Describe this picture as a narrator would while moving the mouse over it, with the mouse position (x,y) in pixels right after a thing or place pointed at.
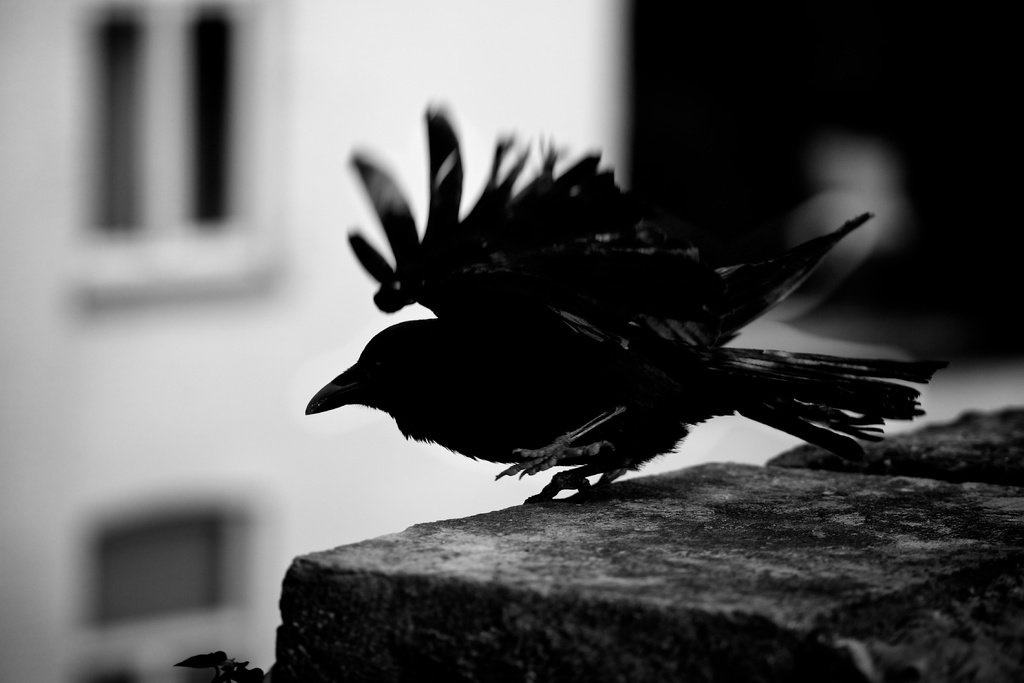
This image consists of a bird (568,338) in black color. At the bottom (679,613), there is a wall (487,606). In the background (282,174), there is a building (120,173) along with the window (126,91).
